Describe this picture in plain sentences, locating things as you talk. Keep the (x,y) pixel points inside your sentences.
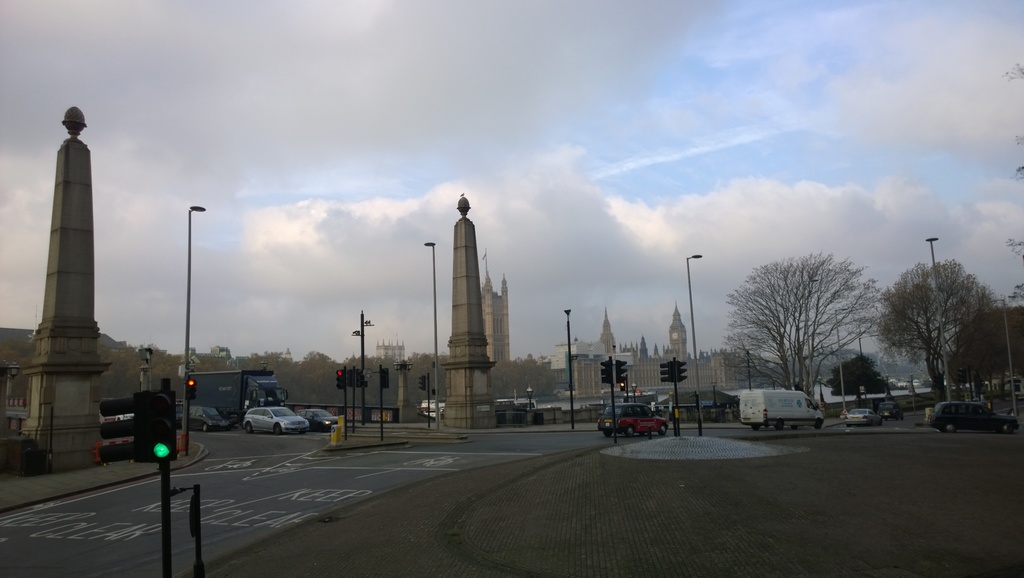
There are vehicles (772,410) on the road (609,458). Here we can see poles (436,421), trees (500,368), buildings (598,373), and traffic signals (960,373). In the background (763,165) there is sky (699,154) with clouds (697,204).
